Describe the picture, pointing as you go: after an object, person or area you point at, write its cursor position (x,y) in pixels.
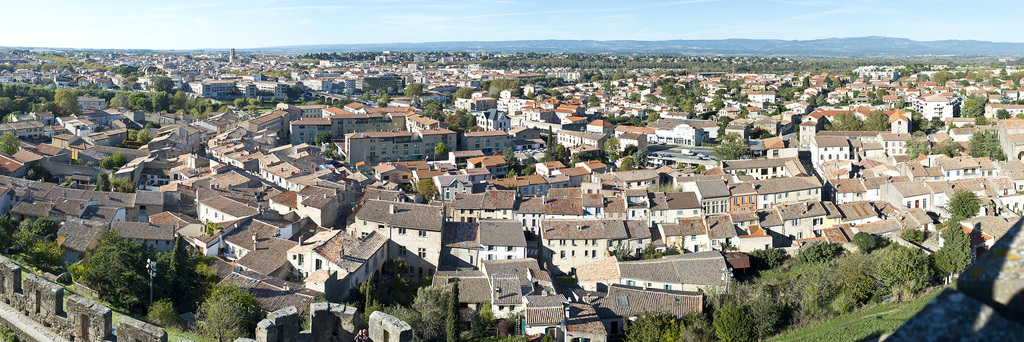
In this picture we can see houses (739,175) and trees (195,288). In the background (889,23) there is sky (634,9).
